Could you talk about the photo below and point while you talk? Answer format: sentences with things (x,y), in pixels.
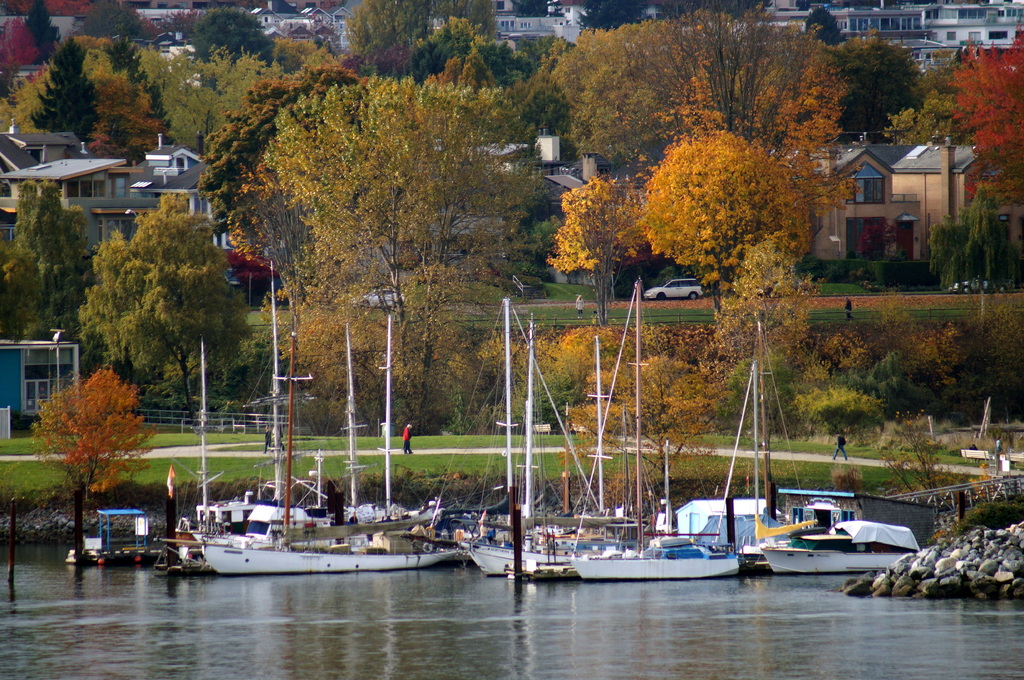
In this image we can see these ships (824,539) are floating on the water (596,661), we can see the people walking on the road (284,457), vehicles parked on the road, we can see trees (657,177) and houses (39,408) in the background (95,296).
